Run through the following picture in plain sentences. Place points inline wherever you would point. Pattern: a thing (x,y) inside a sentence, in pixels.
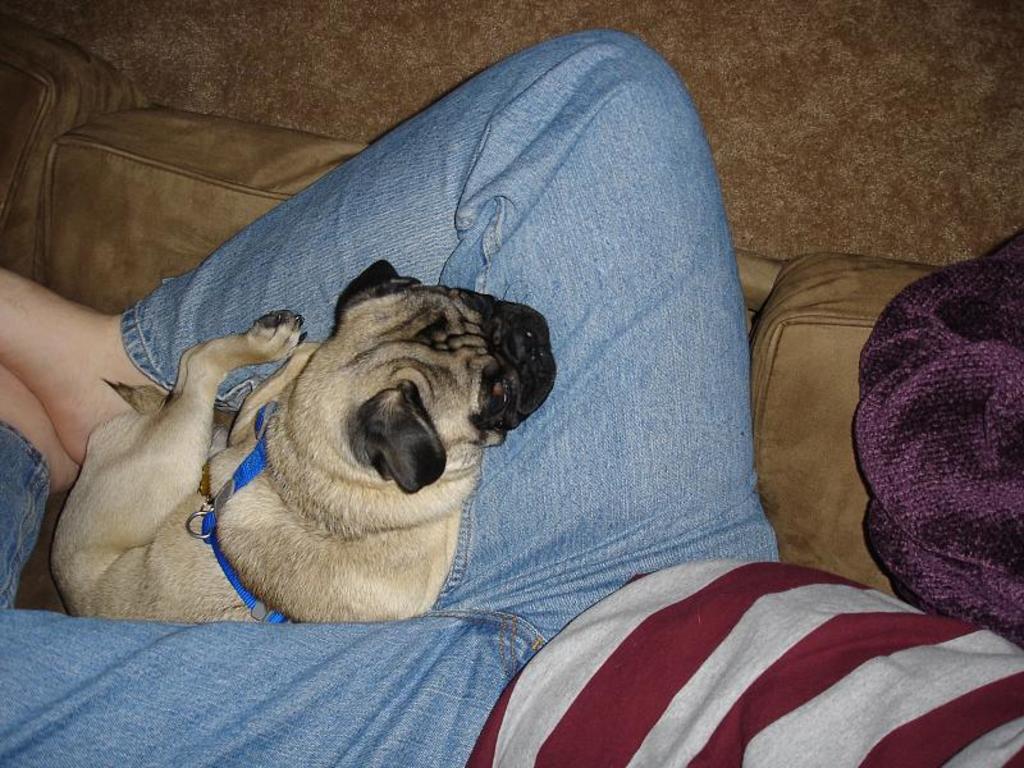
This is the picture of a dog (110,454) which is on the person (477,497) and the person (477,497) is lying on the sofa (108,205).
